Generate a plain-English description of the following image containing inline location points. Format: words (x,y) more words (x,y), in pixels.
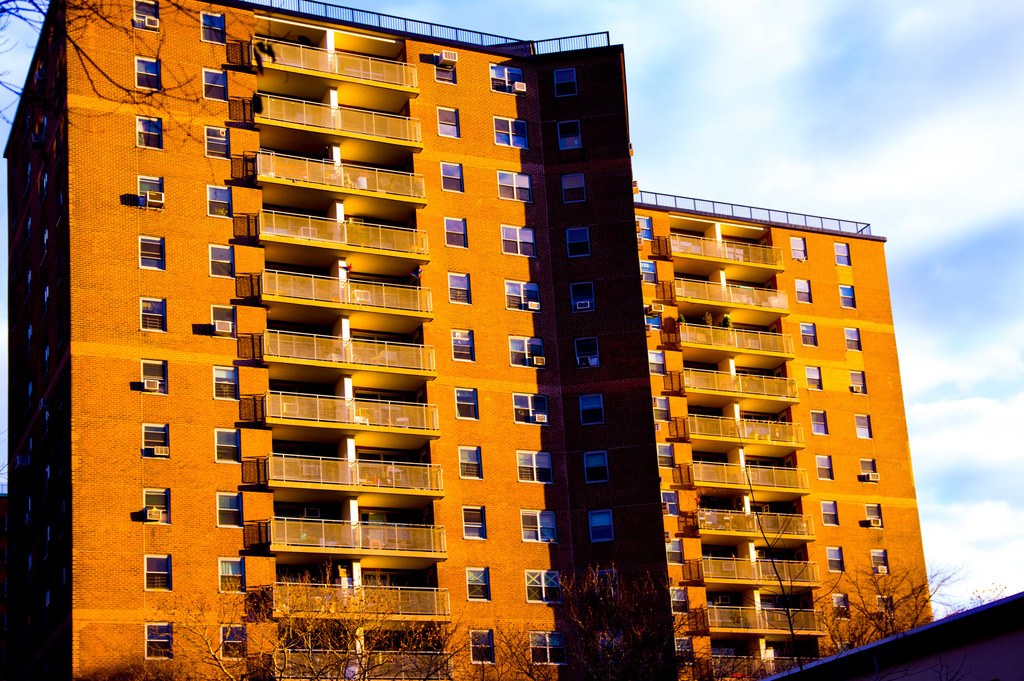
In this image there are buildings (400,537), in front of the building (413,529) there are trees (309,651) and in the background (863,148) there is the sky (958,443).
